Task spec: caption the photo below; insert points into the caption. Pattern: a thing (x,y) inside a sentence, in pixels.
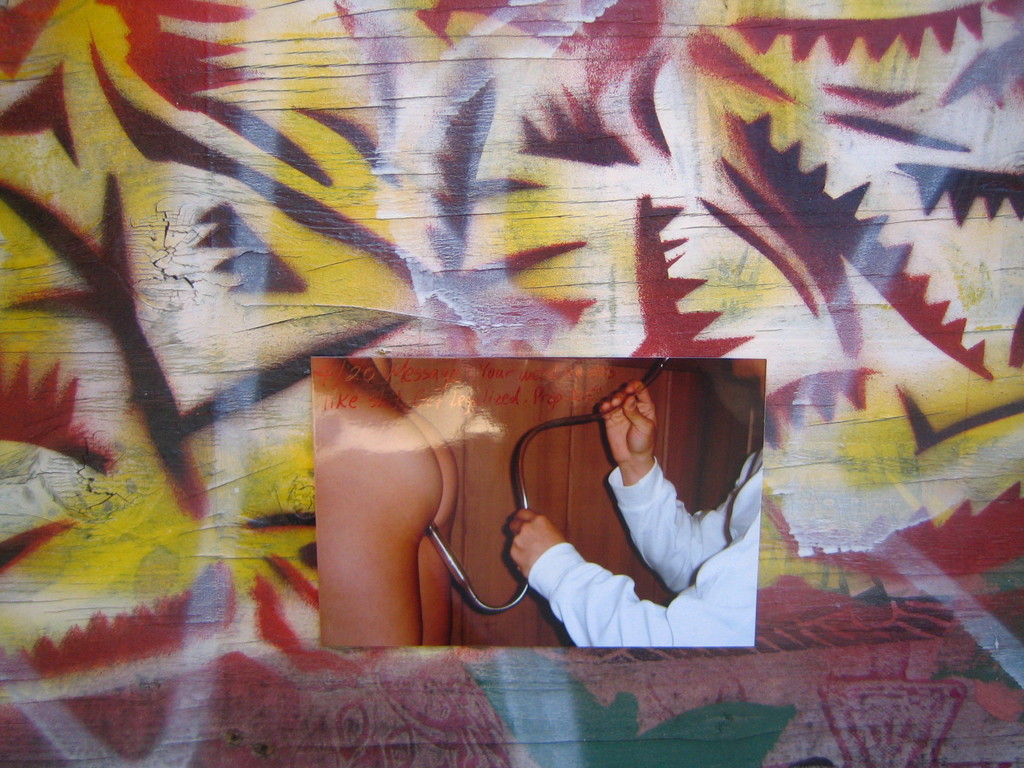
In the center of the image (426,450) we can see some persons (388,549), object (520,461). In the background of the image (536,506) there is a wall (204,82).
